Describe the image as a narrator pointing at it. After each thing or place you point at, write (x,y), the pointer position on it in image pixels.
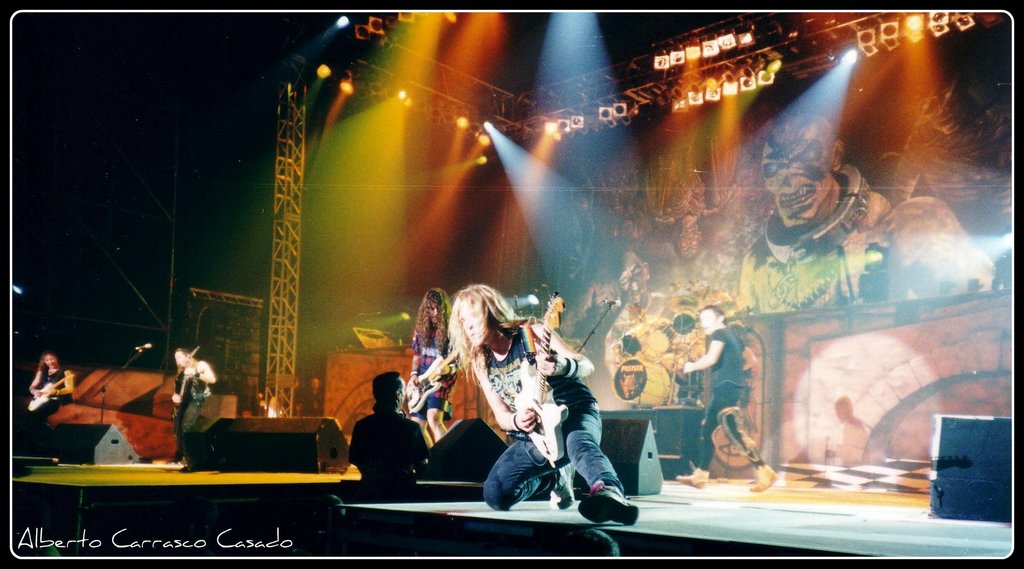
In this image we can see a few people (692,474) playing musical instruments (555,449) on the stage (528,502), there we can see some lights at the top (575,49) and on the stage (801,523), there we can see the graffiti (790,363) on the wall (461,397), there is a person (397,444) near the stage (746,490) and some text (113,546) on the image.
